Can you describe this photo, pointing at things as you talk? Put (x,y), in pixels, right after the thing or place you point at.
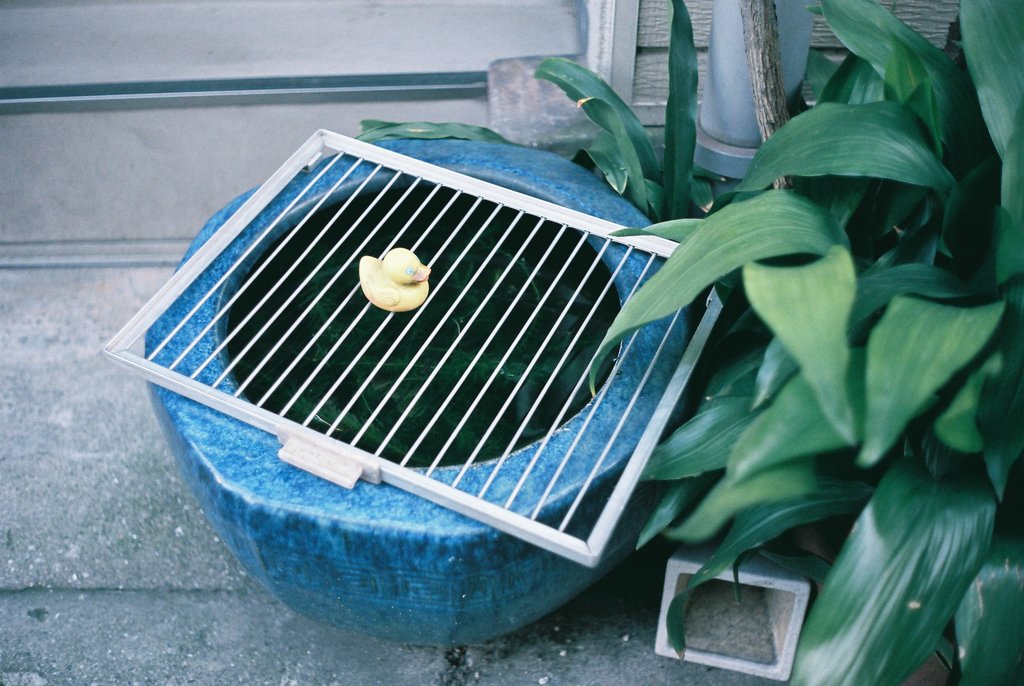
In this image I can see the grill (453,432) on the pot (362,520) and I can see the toy duck (402,284) in yellow color and I can see few plant (734,277) in green color. In the background (208,97) the wall (208,97) is in white color.
